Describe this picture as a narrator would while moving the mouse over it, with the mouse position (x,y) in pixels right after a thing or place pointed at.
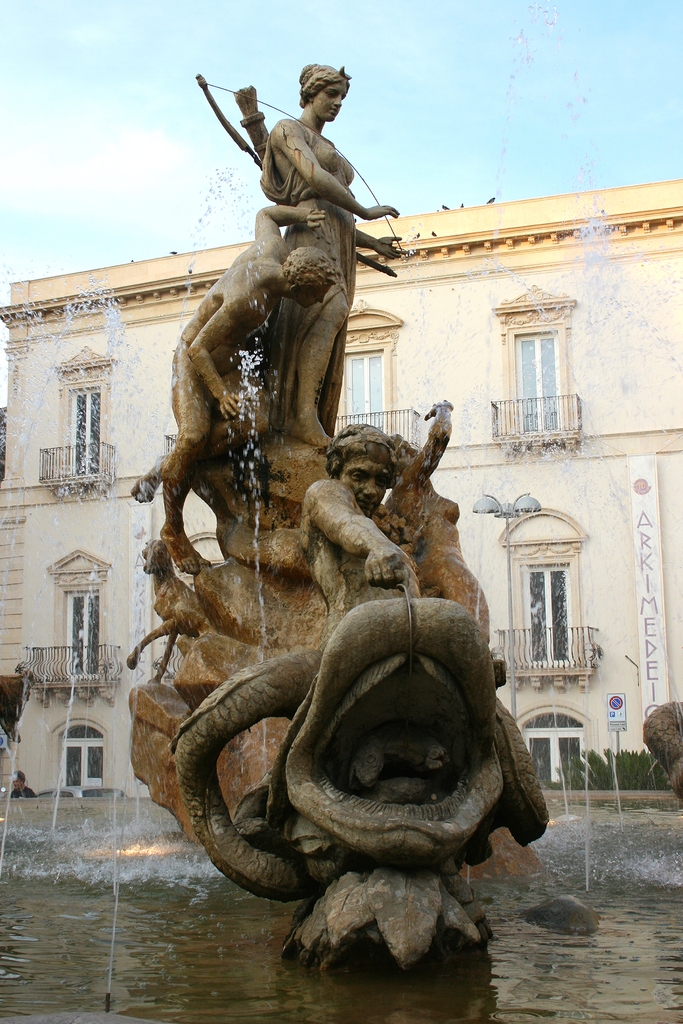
In the picture we can see a fountain (403,781) with a sculpture (386,858) of three people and an animal (413,848) and behind it, we can see a building (628,575) with windows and railing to it and behind it we can see the sky (419,188) with clouds (28,261).
